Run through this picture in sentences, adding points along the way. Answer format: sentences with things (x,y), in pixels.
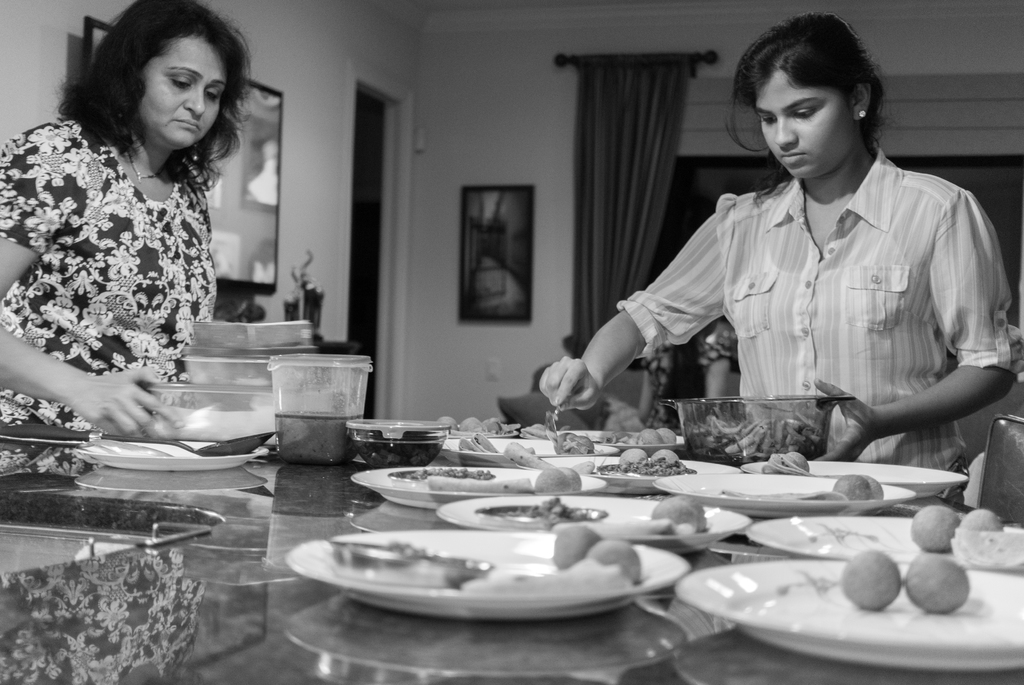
In this picture, there are two women (123,191) standing around a table (727,643) on which some food items (558,538) in the plates (525,528) are placed on the table (344,660). Both of them are serving them onto plates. In the background (597,98) there is a curtain (585,197) and a photograph (499,215) to the wall (301,180).
